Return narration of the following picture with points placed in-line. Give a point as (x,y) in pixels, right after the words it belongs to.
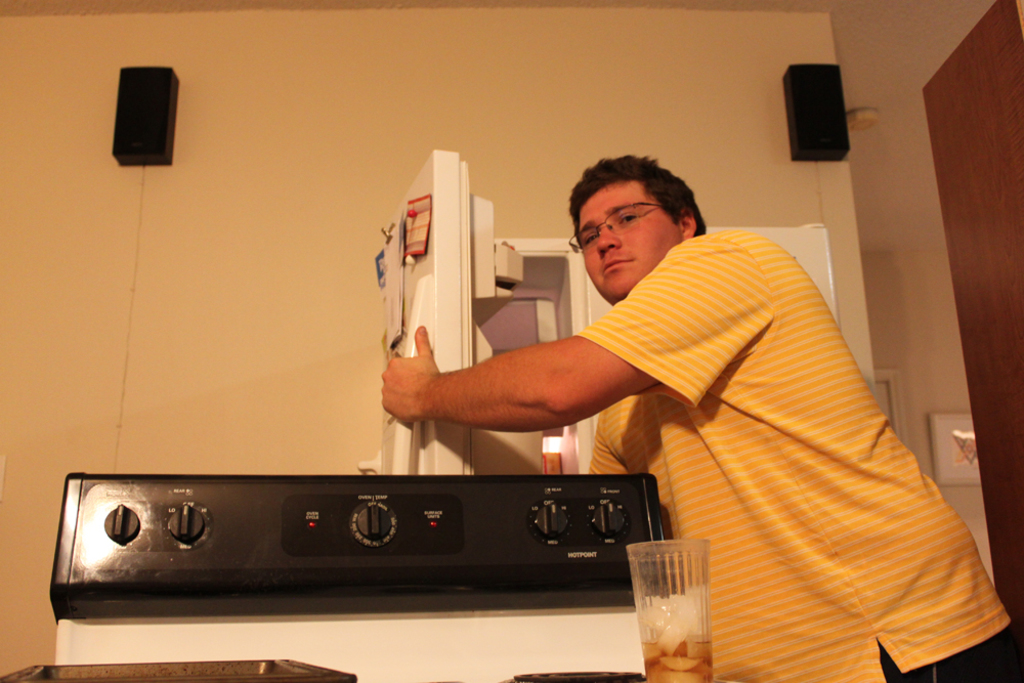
In this image we can see a person (584,415) holding handle (403,442) of a fridge (815,236), in front of him there is a stove (224,532), also there are two speakers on the wall (536,235), there is a glass (687,616) and a photo frame (936,457).
